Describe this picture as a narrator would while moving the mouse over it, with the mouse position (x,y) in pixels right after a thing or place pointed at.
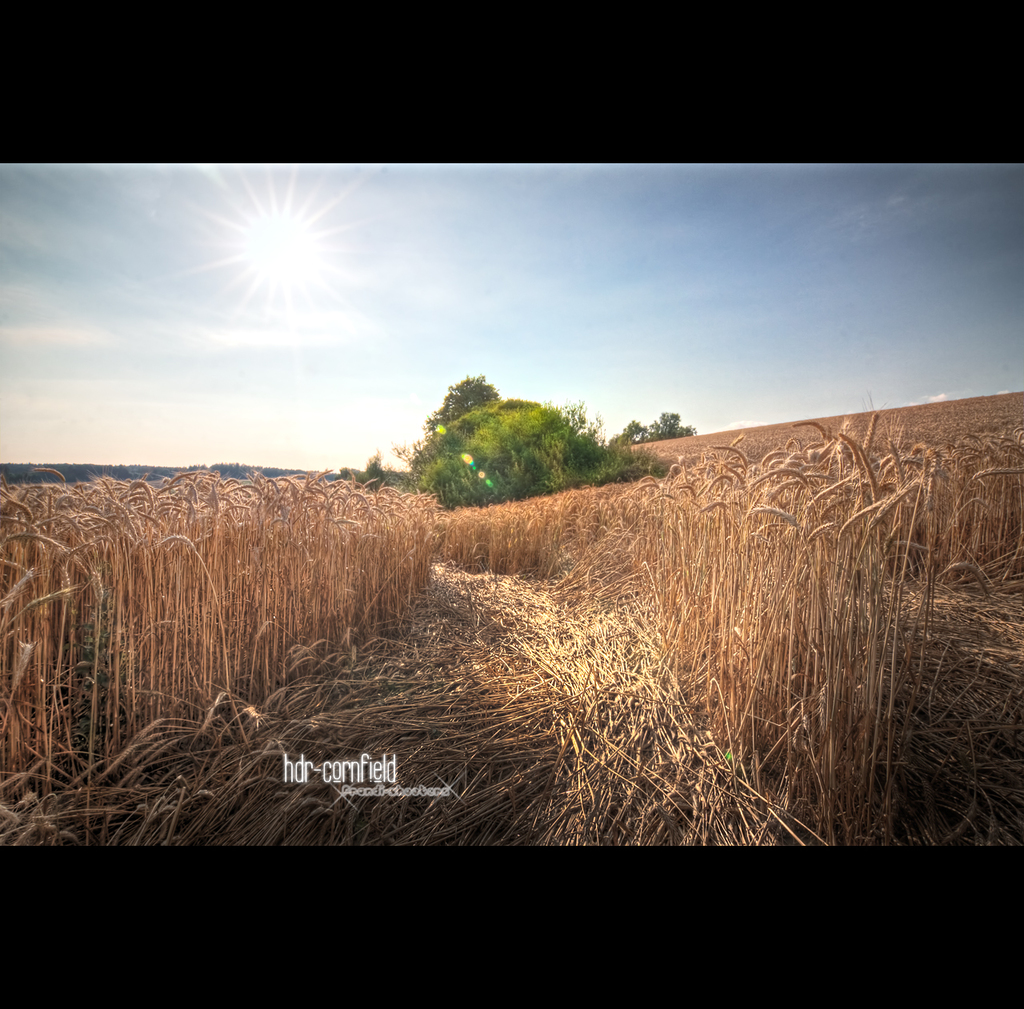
In the center of the image (516,509), we can see fields (659,612) and in the background (531,435), there are trees (527,472). At the bottom (314,768), there is some text (350,768) written and at the top (193,285), there is sun (292,273) in the sky (620,260).
